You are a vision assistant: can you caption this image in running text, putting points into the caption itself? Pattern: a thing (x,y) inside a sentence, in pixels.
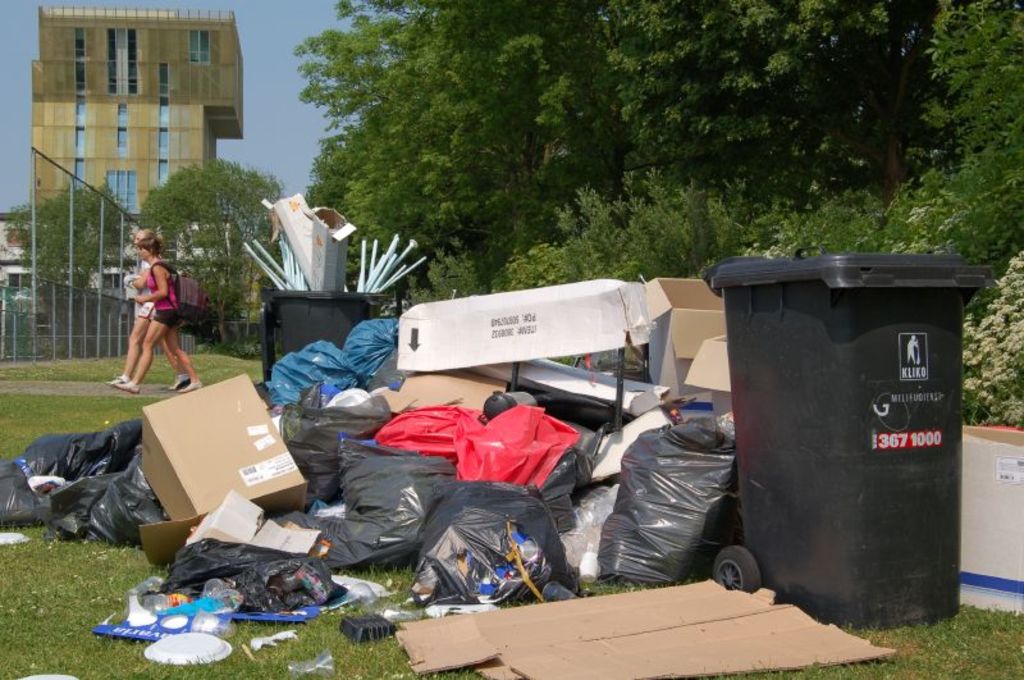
In this image, there are a few people (141,262), buildings (87,79), trees (358,194), plants (705,263). We can see the ground (253,365) with some grass (99,585). We can also see some black colored covers (77,473). We can also see the sky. We can also see some trash bins (845,322).
